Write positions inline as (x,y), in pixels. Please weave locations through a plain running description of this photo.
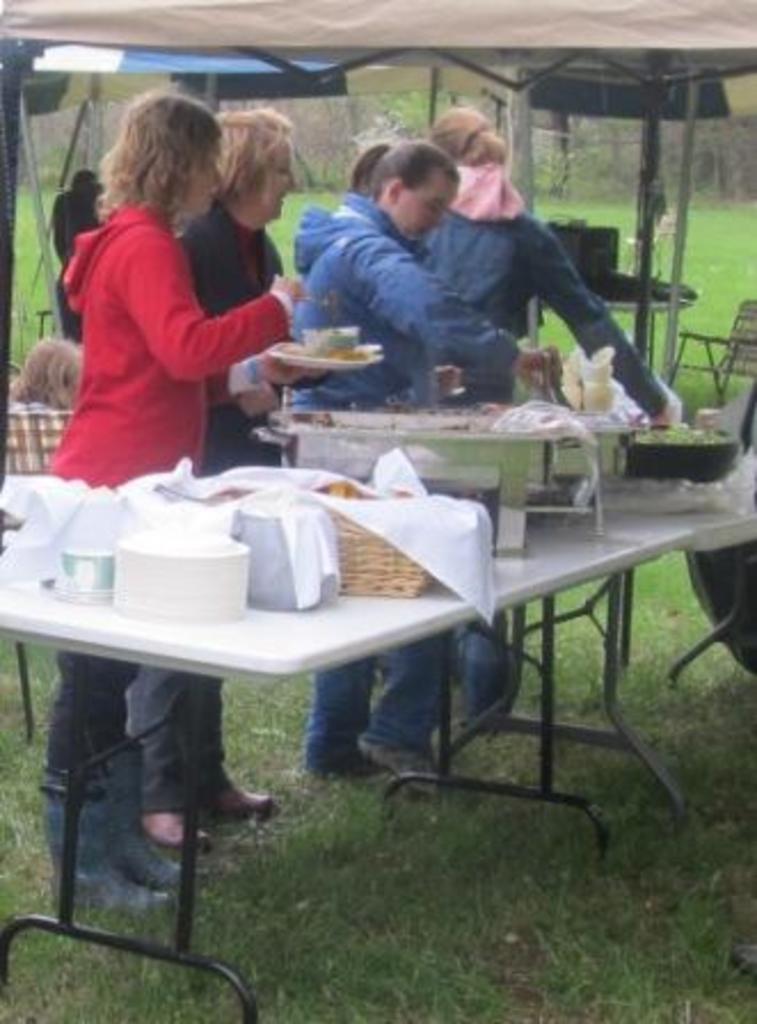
In this image I see people (79,443) who are standing on grass (710,1012) and this woman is holding a plate (346,352) and I can also see there are tables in front of them on which there are few things (526,497). In the background (44,425) I see a chair (9,429), few people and other things (561,233) on this table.
